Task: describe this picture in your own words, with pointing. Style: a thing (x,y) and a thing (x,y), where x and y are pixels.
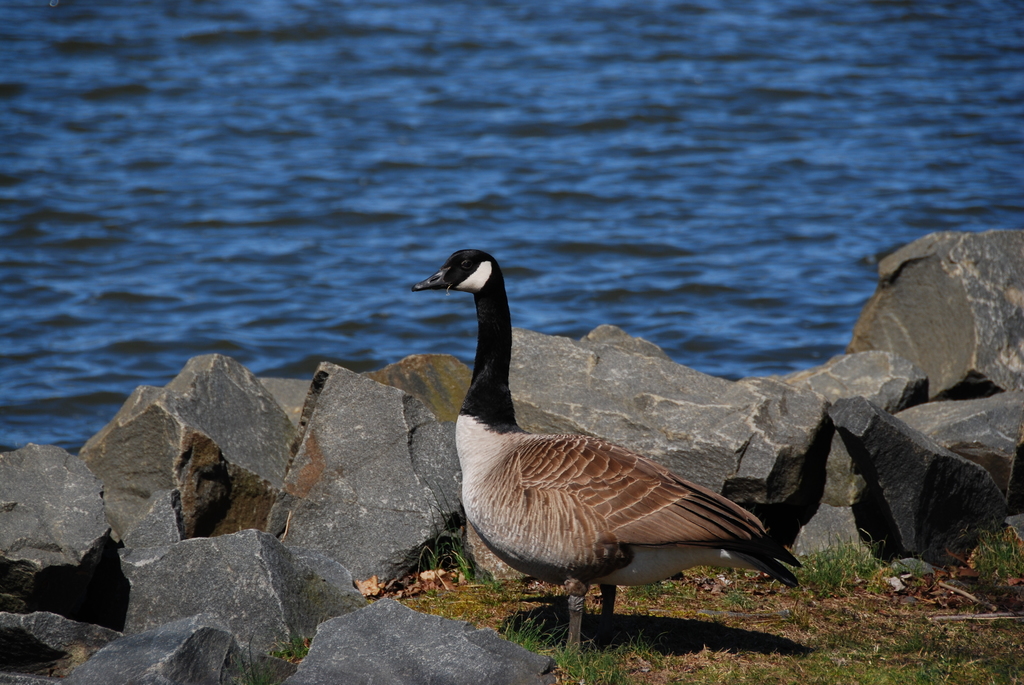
In this image we can see a goose (577,481) on the ground (618,628). We can also see some grass (601,640), a group of stones (820,447) and a large water body (511,242).
